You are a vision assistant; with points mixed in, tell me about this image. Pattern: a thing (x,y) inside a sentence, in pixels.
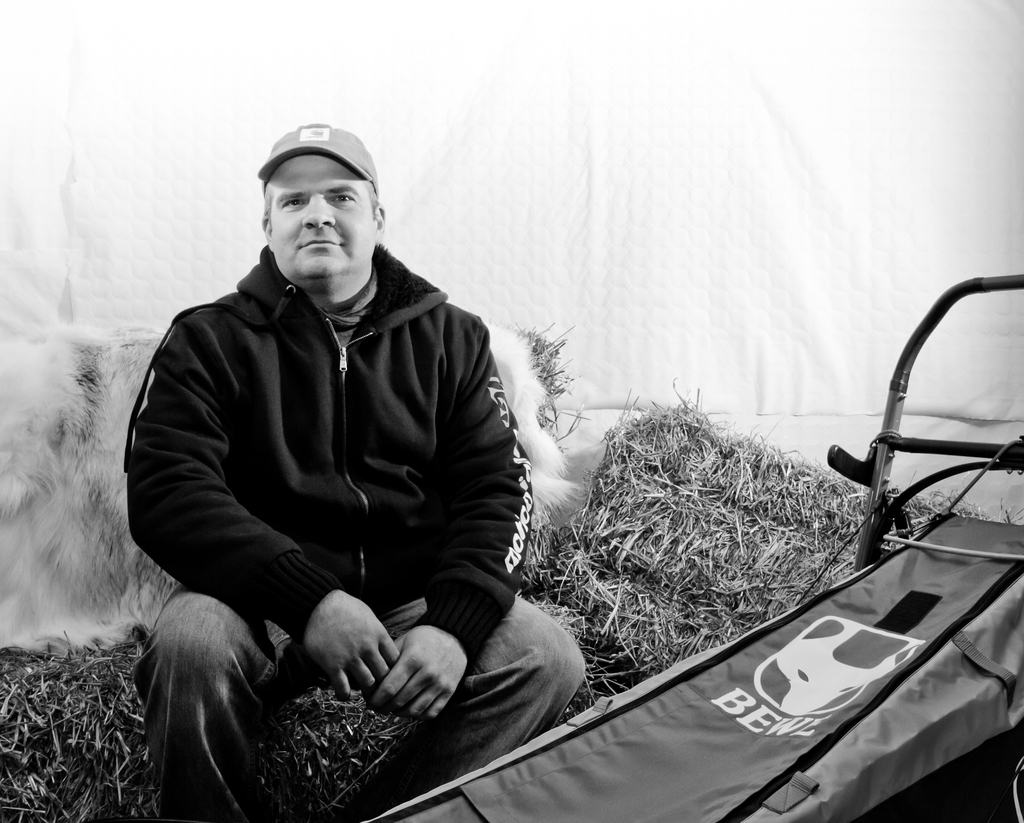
In this picture I can see a person (376,422) wearing the cap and sitting on the surface (117,685).
